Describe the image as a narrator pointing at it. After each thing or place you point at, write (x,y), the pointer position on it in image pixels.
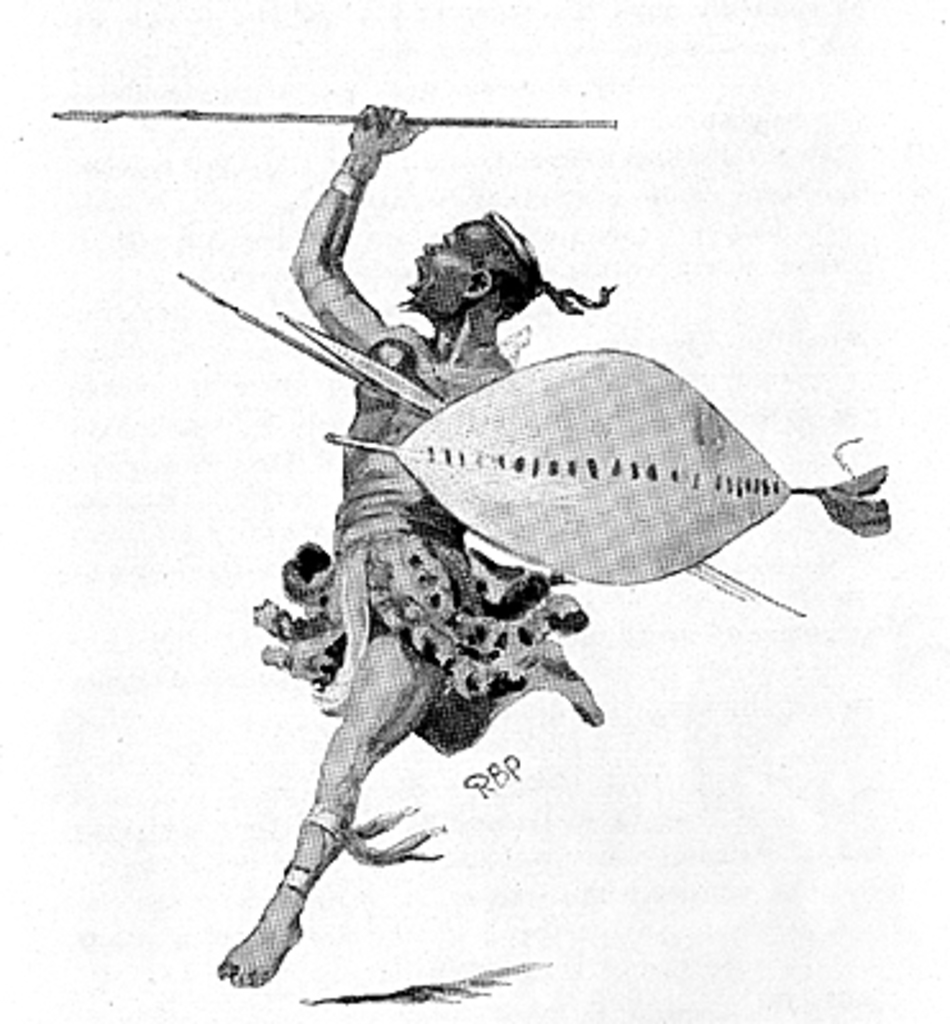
In this image I can see a painting (457,554) of a person (364,488).
